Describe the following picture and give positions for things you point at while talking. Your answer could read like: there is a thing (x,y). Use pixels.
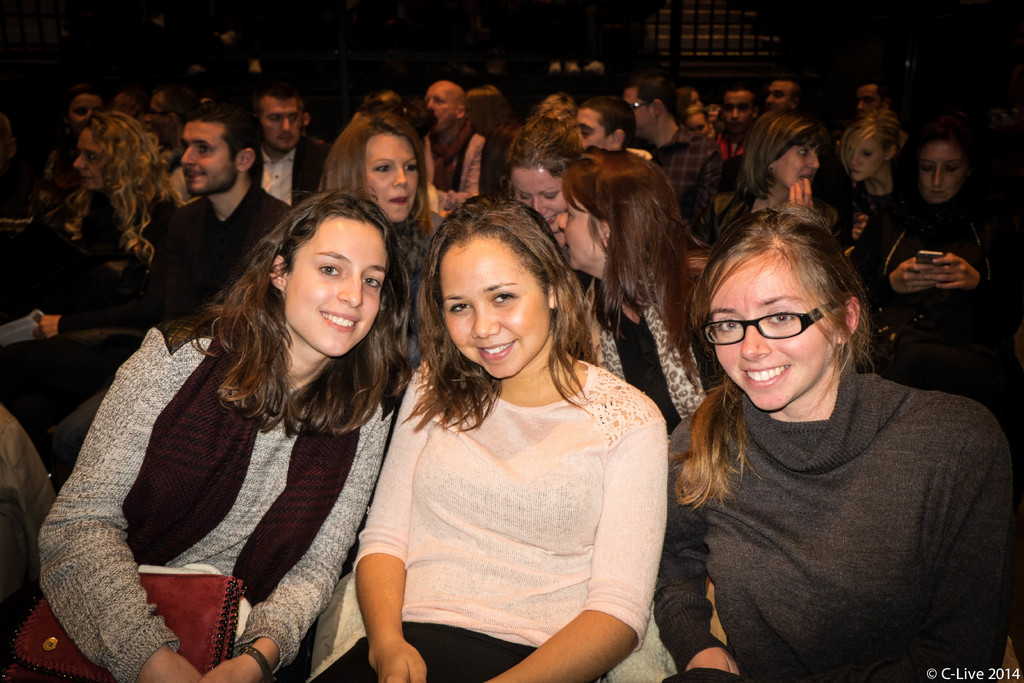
In this image I can see number of people (581,272) are sitting. On the right side (818,387) I can see one woman (786,317) is wearing a specs (745,324) and behind her I can see one is holding a phone (918,254). on the left side of this image (251,560) I can see a women (110,555) is holding one red colour thing (172,621) and a white colour thing (240,637). On the top right side of this image (692,18) I can see Iron bars (698,41).
